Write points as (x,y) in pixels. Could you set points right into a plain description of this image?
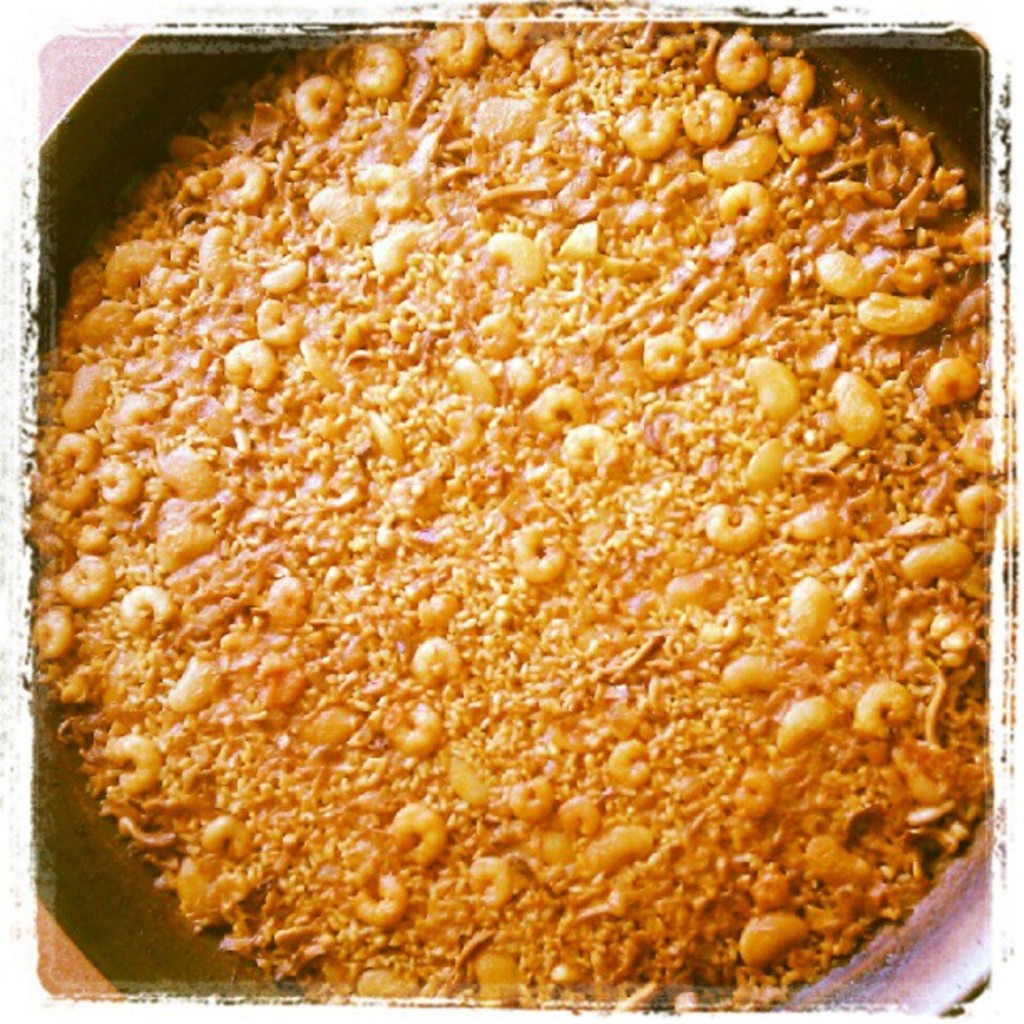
In this picture there is a pan (308,56) in the center of the image (498,440), which contains food items (505,434) in it, it seems to be prawns (519,267) in it.
